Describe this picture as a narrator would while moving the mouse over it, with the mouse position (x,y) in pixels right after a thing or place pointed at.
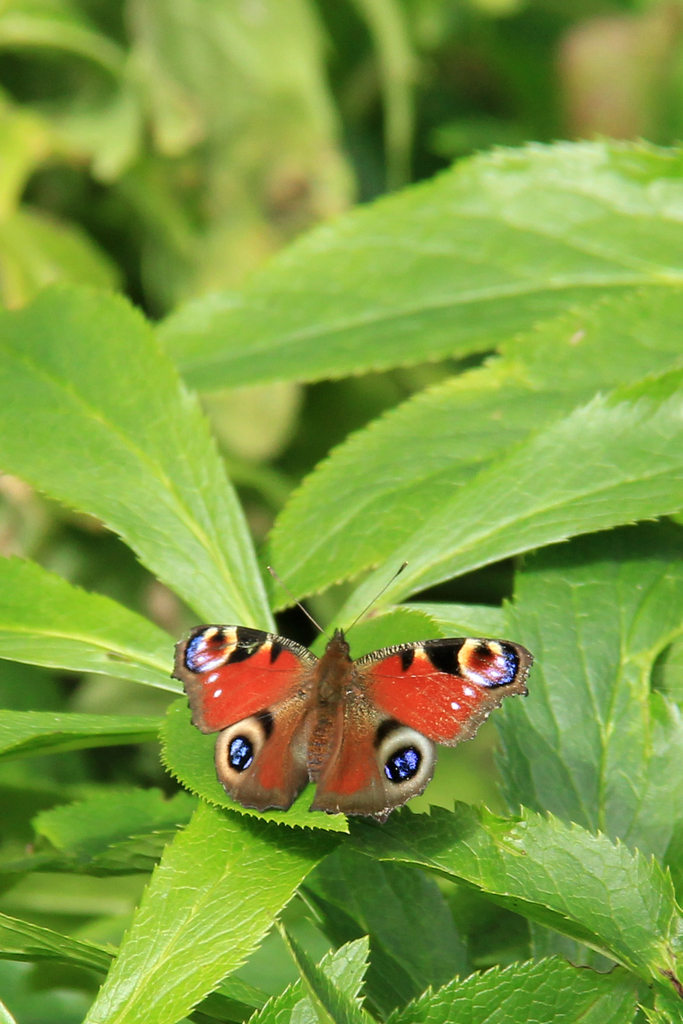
The picture seems to be of outside. In the foreground (414,707) we can see a red color butterfly (377,693) sitting on the leaf (184,757) of a plant (377,845) and in the background (273,53) can see the leaves (243,118) of a plant (326,43).
